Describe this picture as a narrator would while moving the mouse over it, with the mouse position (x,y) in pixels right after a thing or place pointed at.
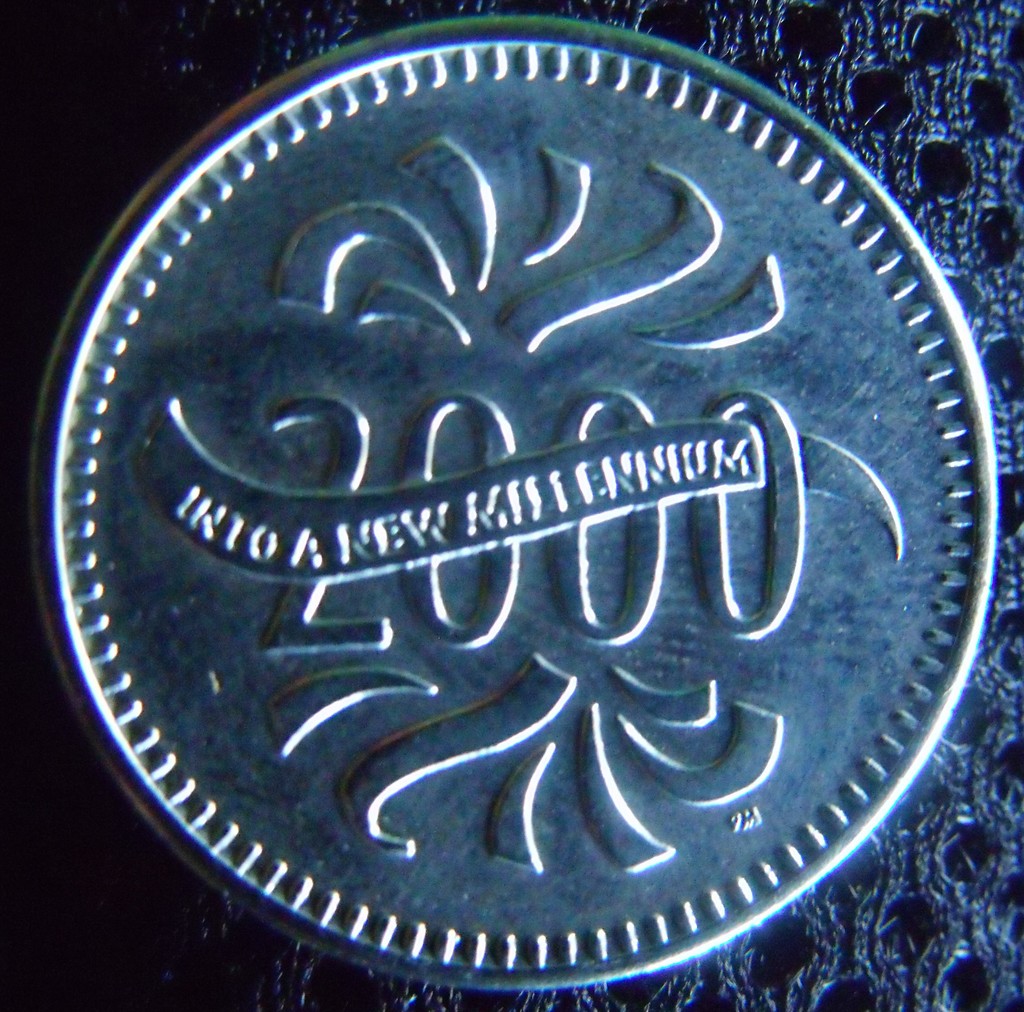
In the image there is a coin (370,553) with number (778,521) and there is something written on it. And also there is a design (632,810) on it.
